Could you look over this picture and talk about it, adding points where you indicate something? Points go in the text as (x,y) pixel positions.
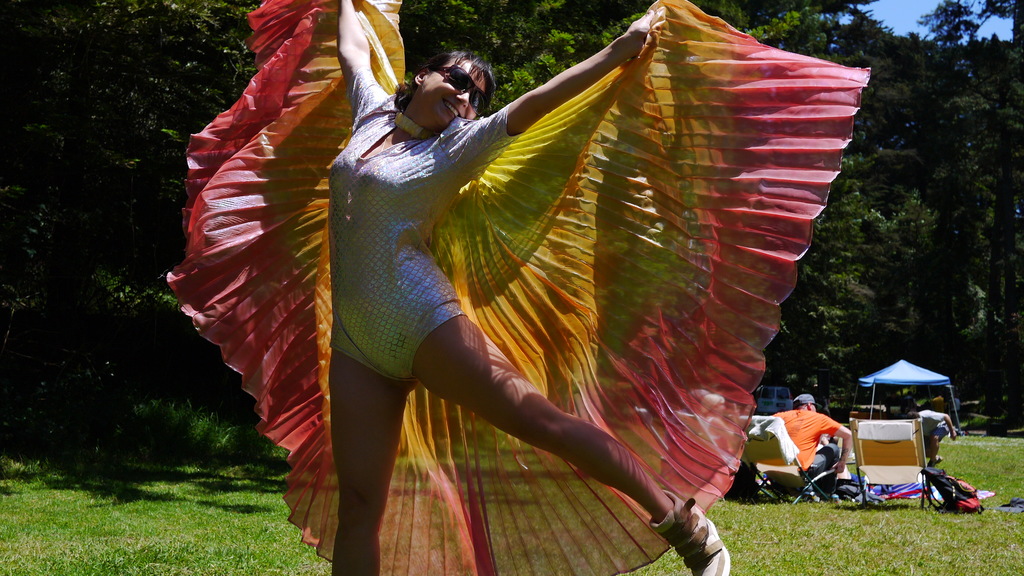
In this picture we can see a woman (296,510) jumping and smiling, tent (900,381), chairs (883,426), bag (946,509), clothes (777,436), vehicle (758,388), trees (924,315) and some people (915,403) and in the background (911,1) we can see the sky (918,31).
